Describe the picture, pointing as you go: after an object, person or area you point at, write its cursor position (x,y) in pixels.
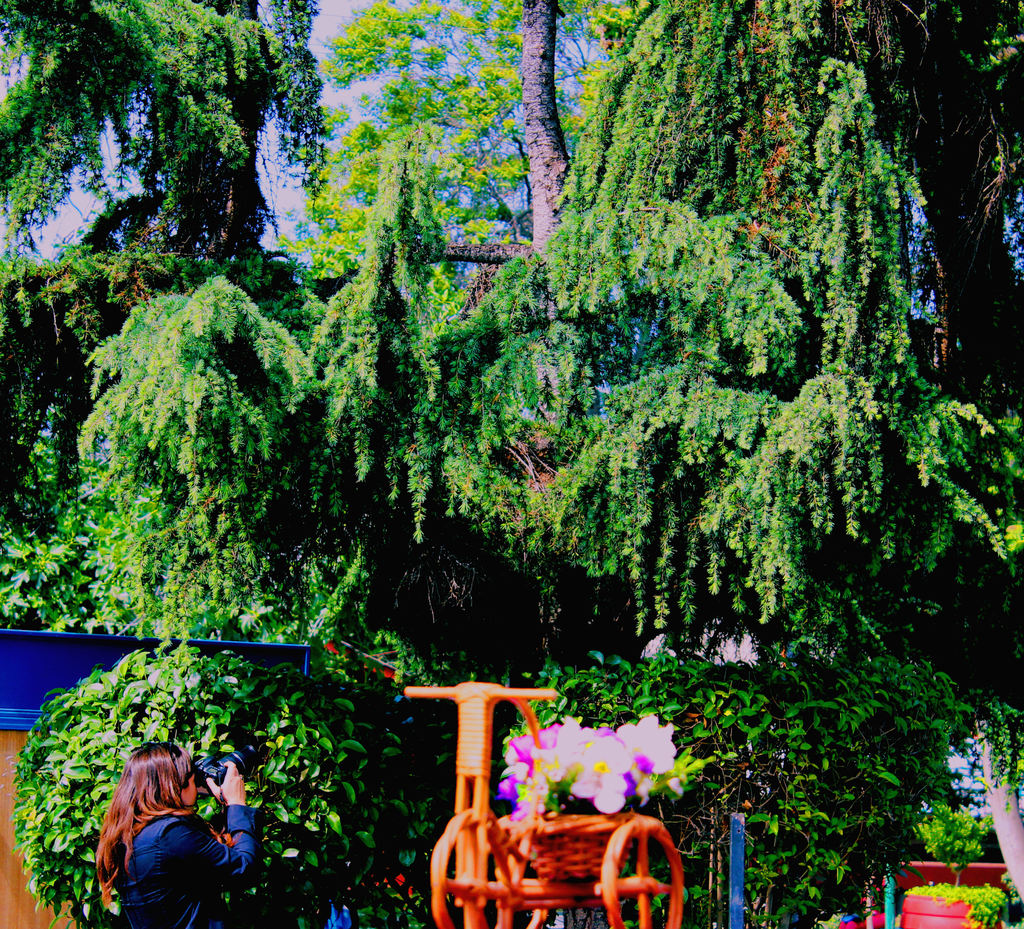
In this picture we can see trees (615,377) and a woman (135,880) holding a camera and taking a snap. We can see an orange vehicle (655,888) with flowers (630,784) place on it.
